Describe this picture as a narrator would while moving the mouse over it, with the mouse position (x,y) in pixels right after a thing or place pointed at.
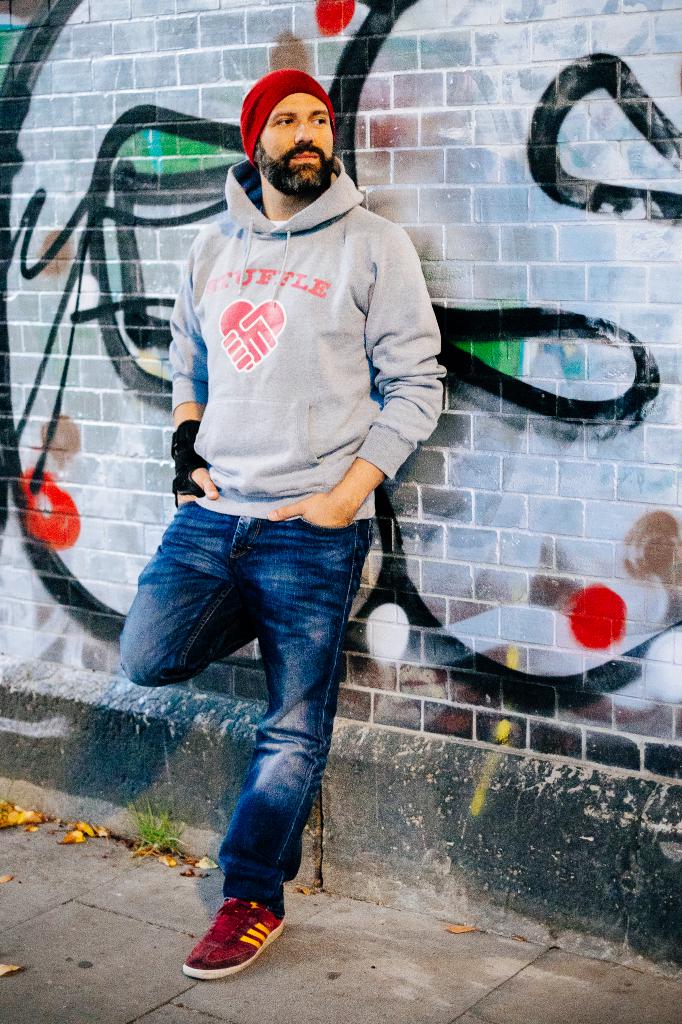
In this image, we can see a man (282,736) standing at the wall (452,323), he is wearing a jacket (224,356) and a hat (249,151), we can see a painting (543,253) on the wall (571,541).
